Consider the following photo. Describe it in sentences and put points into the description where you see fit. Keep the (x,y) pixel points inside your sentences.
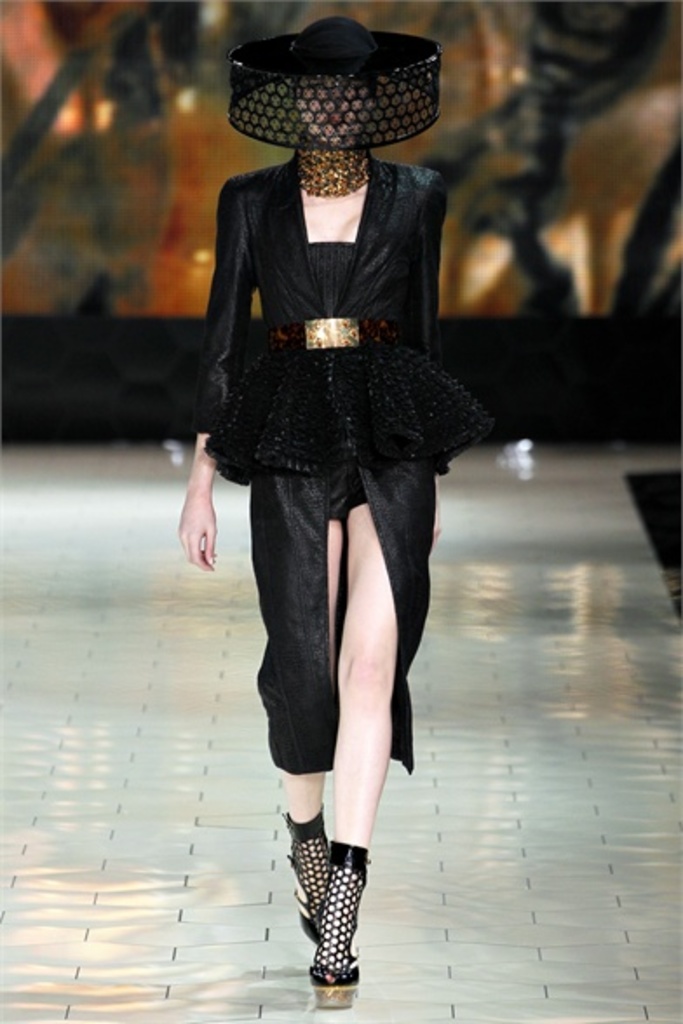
In the picture i can see a woman (319,345) wearing black color dress (288,542), hat (370,84) and footwear (301,853) walking through the surface (257,759) which is of silver color.
